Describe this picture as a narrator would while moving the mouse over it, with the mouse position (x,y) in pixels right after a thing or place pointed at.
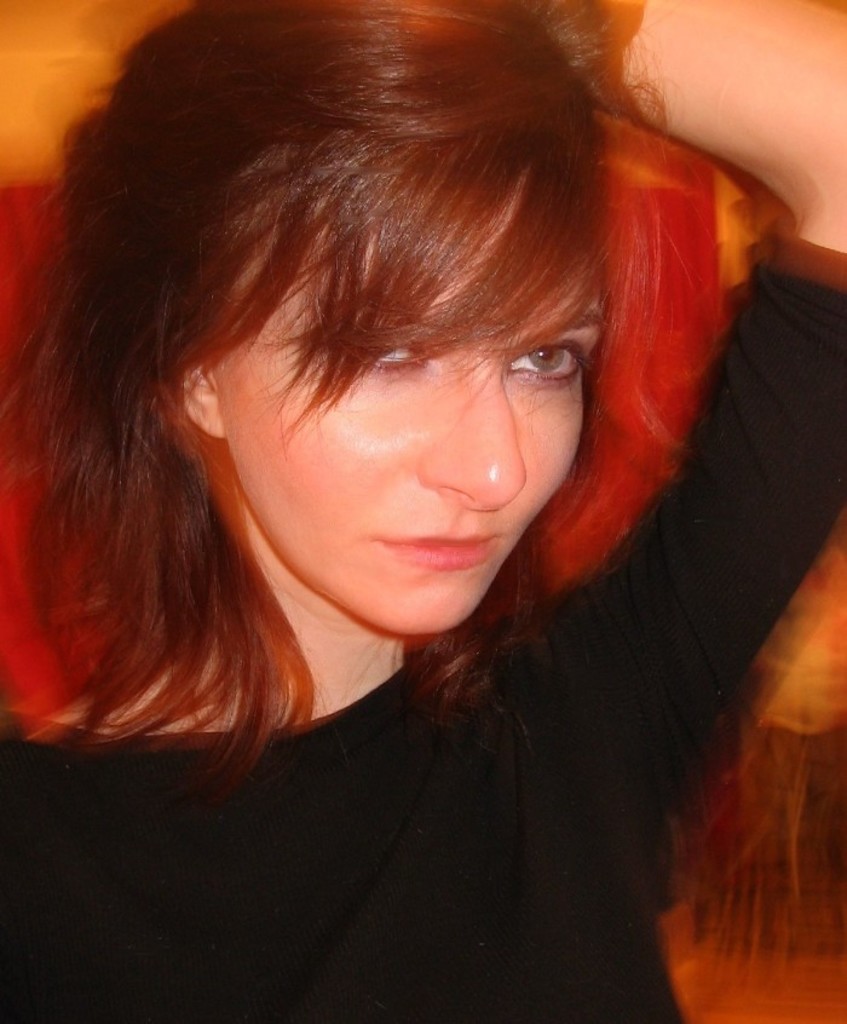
In this image we can see a lady (511,778) wearing a black dress (533,816).
